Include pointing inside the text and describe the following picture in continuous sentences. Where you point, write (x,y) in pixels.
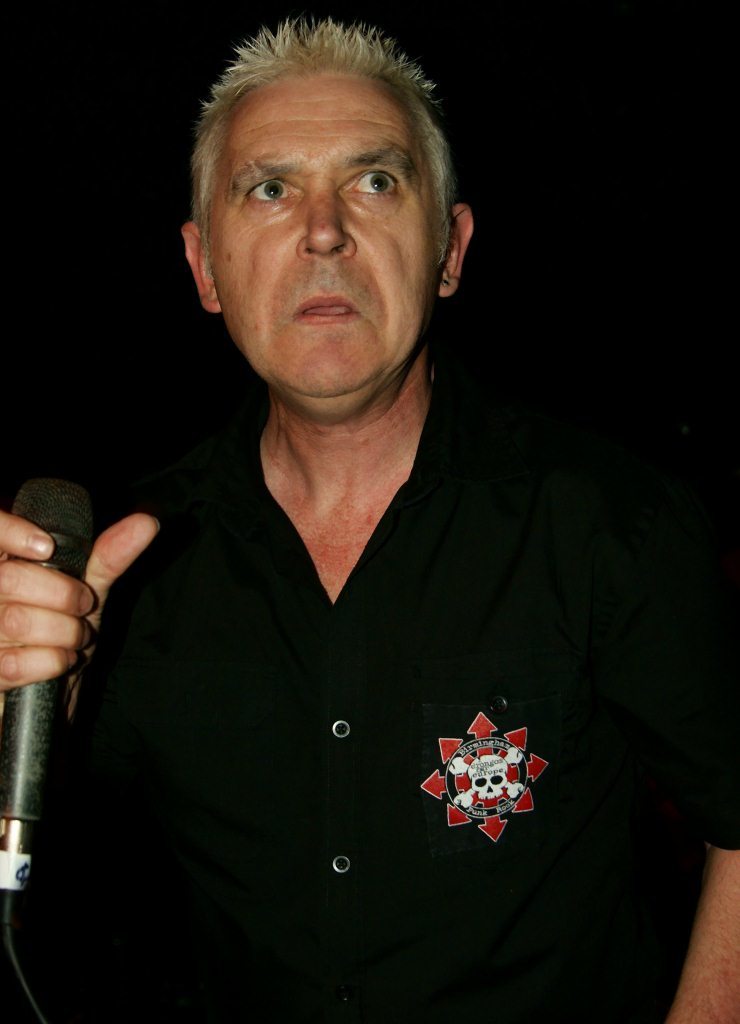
In this image, there is a man (683,591) standing and he is holding a microphone (31,768) which is in black color.
